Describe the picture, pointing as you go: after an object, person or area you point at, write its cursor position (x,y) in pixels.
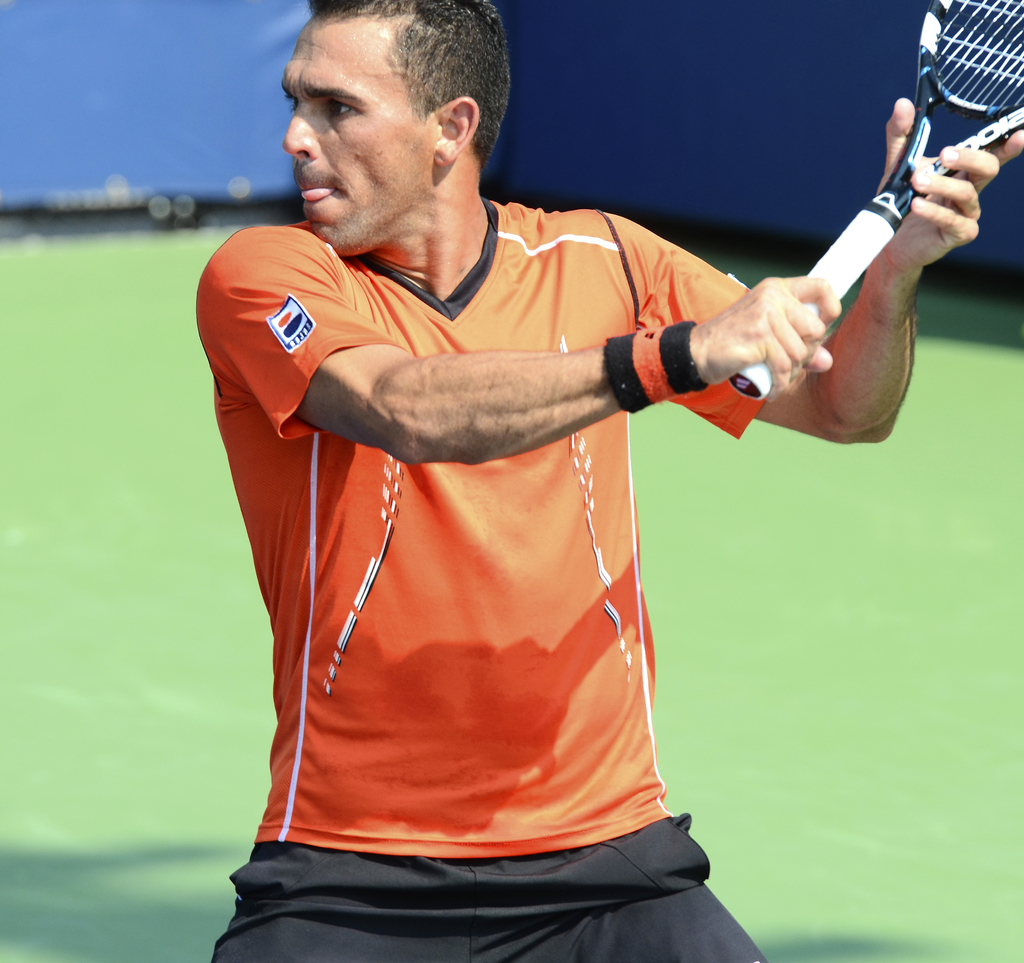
In this image person (365,542) is playing the tennis and holding the bat (872,206) and the background (812,478) is very sunny.
